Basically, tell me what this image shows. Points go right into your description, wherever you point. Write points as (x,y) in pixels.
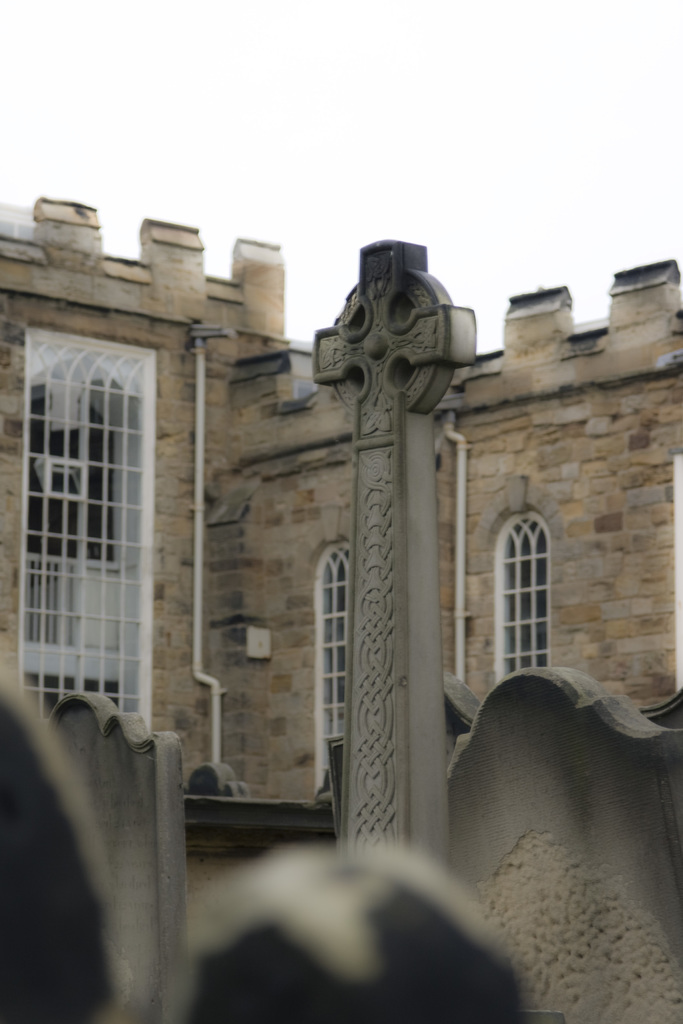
In this picture we can see a building (278,576) and in the background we can see the sky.
